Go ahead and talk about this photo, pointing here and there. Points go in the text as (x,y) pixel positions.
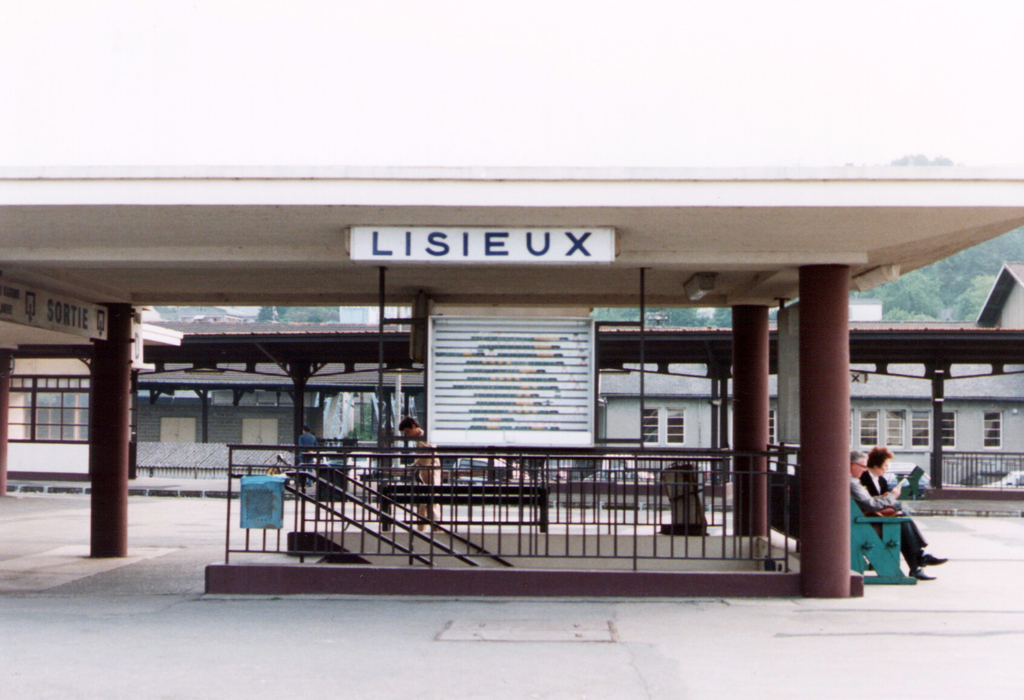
In this image I can see buildings (552,269). There are pillars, name boards (561,236) and stair case holders (737,452). Also there are few people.
